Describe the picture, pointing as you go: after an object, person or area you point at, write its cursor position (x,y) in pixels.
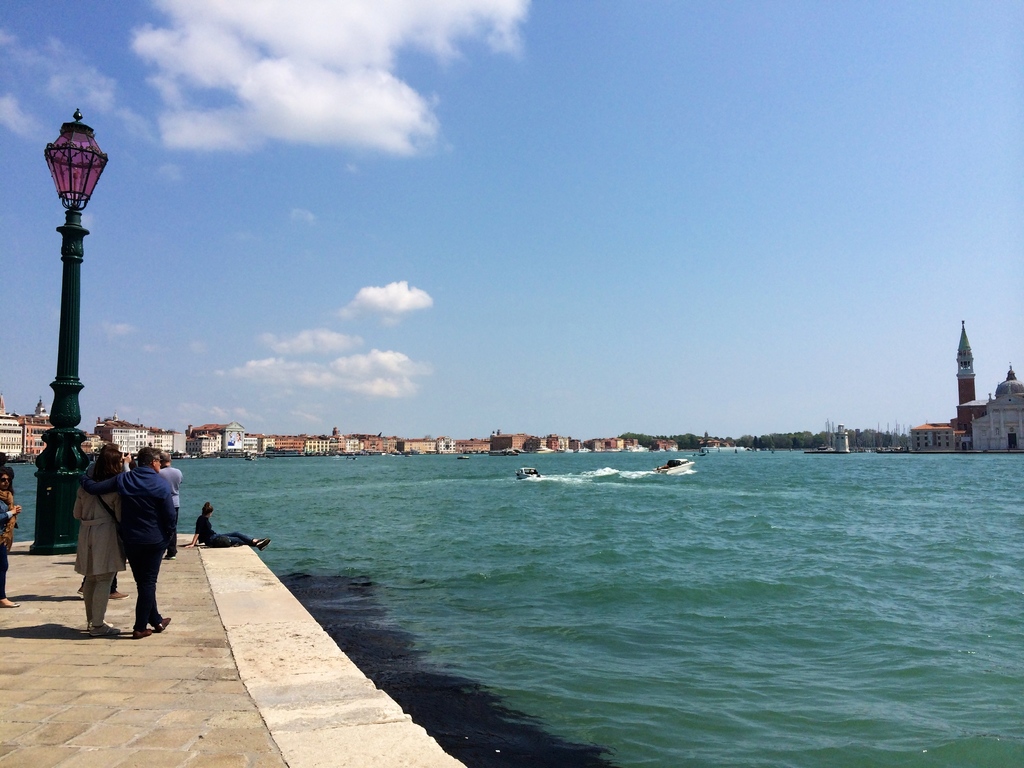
On the left side of the image (203,523) we can see a person (213,538) sitting, next to her there are people (106,519) standing. We can see a pole (56,401). On the right (700,504) there is a river (602,516) and there are boats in the river (515,479). In the background (13,448) there are buildings (163,448), trees (780,437) and sky (581,262).
